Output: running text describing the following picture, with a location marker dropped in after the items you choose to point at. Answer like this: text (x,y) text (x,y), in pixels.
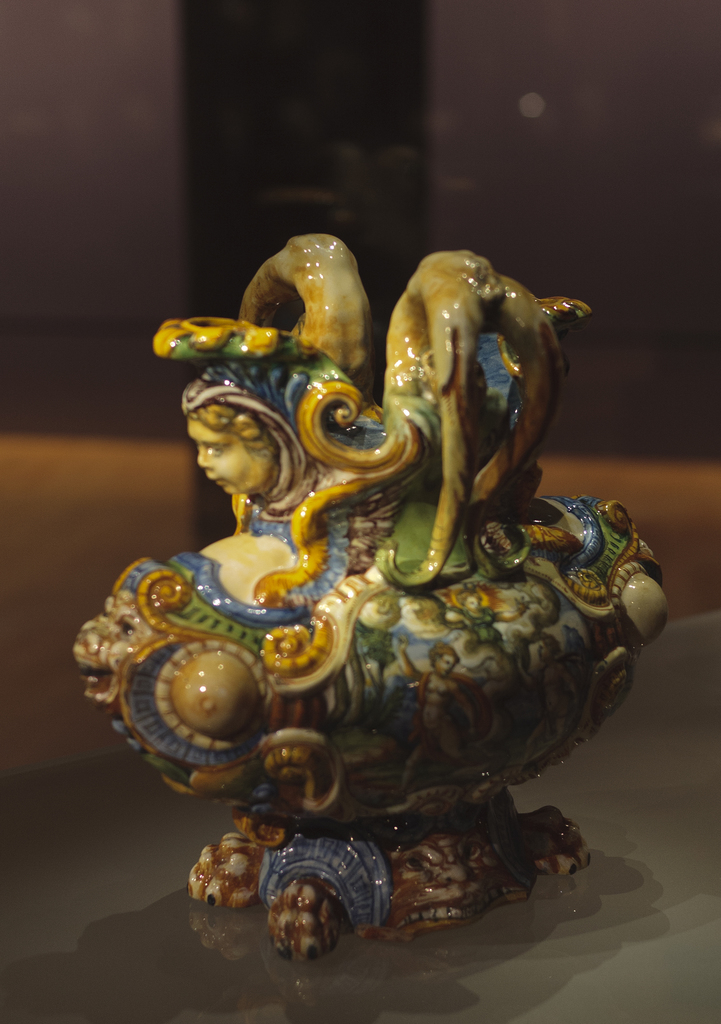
In this picture there is a ceramic showpiece (408,670) placed on the table top (269,934). Behind there is a blur background (547,217).
